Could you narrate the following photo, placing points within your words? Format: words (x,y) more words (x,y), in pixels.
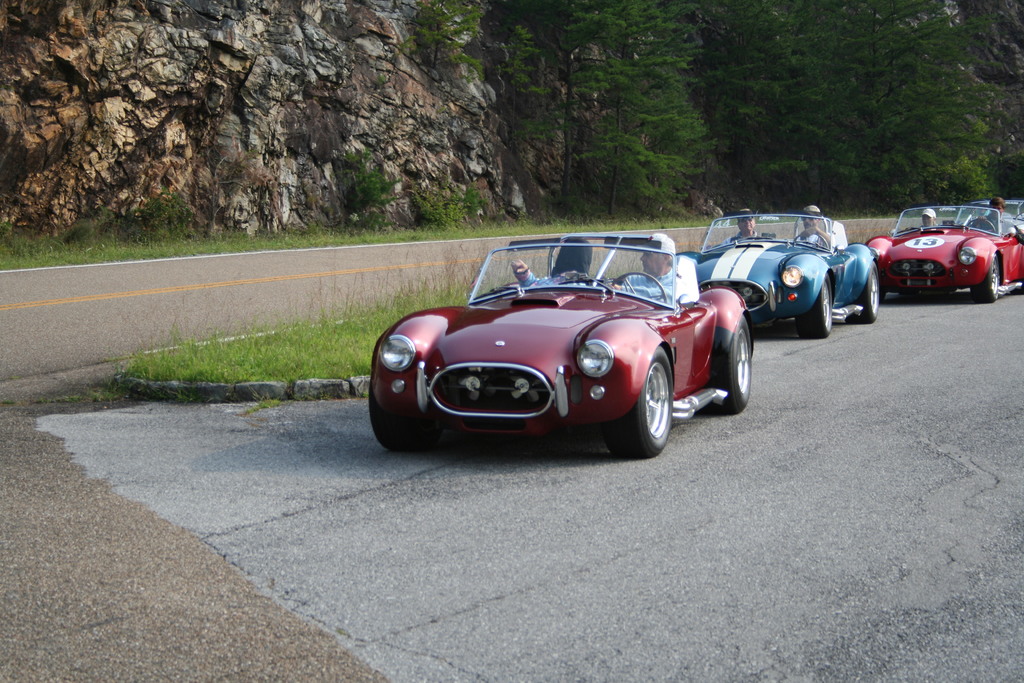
There are cars (699,361) on the road (708,481) in which people (522,282) are seated. There is another road (16,315) at the back (552,236). There are rocks (295,145) and trees (840,40).
